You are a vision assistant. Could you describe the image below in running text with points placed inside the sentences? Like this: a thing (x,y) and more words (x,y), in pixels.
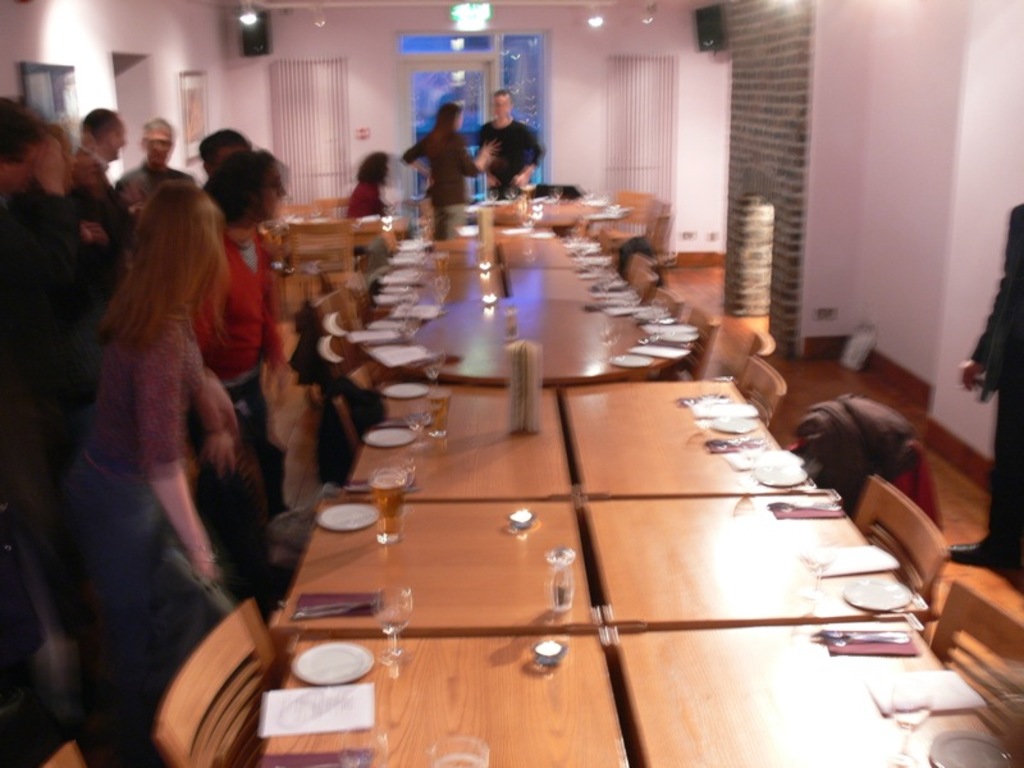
In this picture there are several people (432,142) standing, there are many tables (485,436) in the picture. Each of them has a glass (387,506) and a plate (334,515) and a pair of cutlery (346,607). In the background (120,43) we observe white colored wall (292,48) with glass windows (537,61).
